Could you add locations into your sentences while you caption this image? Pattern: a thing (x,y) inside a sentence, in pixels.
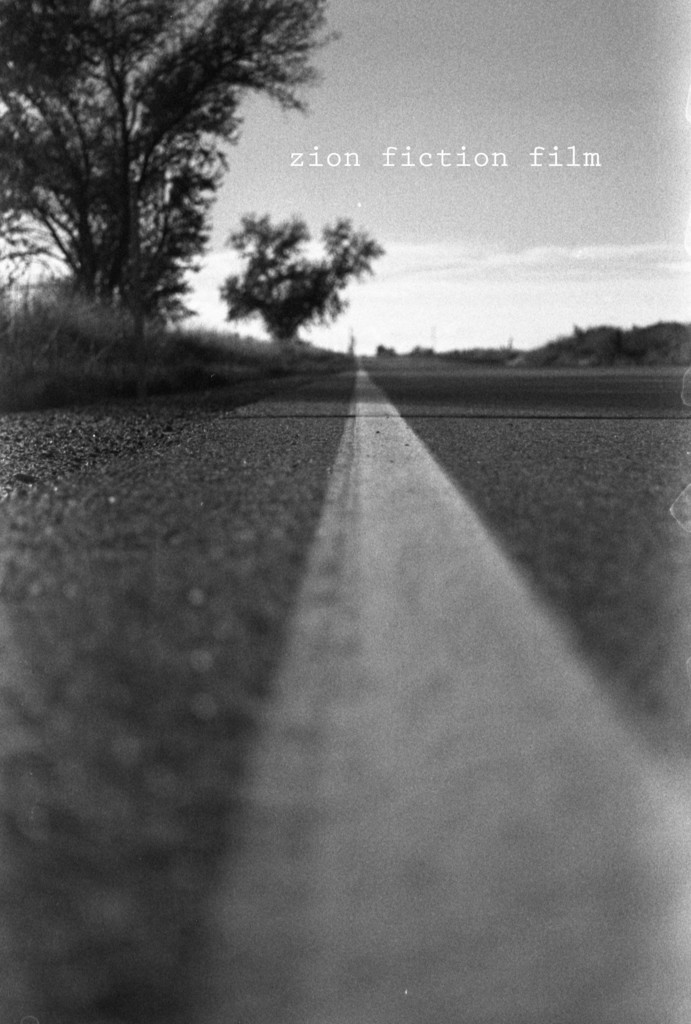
It is a black and white image, this is the road (407,521), on the left side (153,263) there are trees (189,255). At the top (450,119) it is the sky (478,129).
